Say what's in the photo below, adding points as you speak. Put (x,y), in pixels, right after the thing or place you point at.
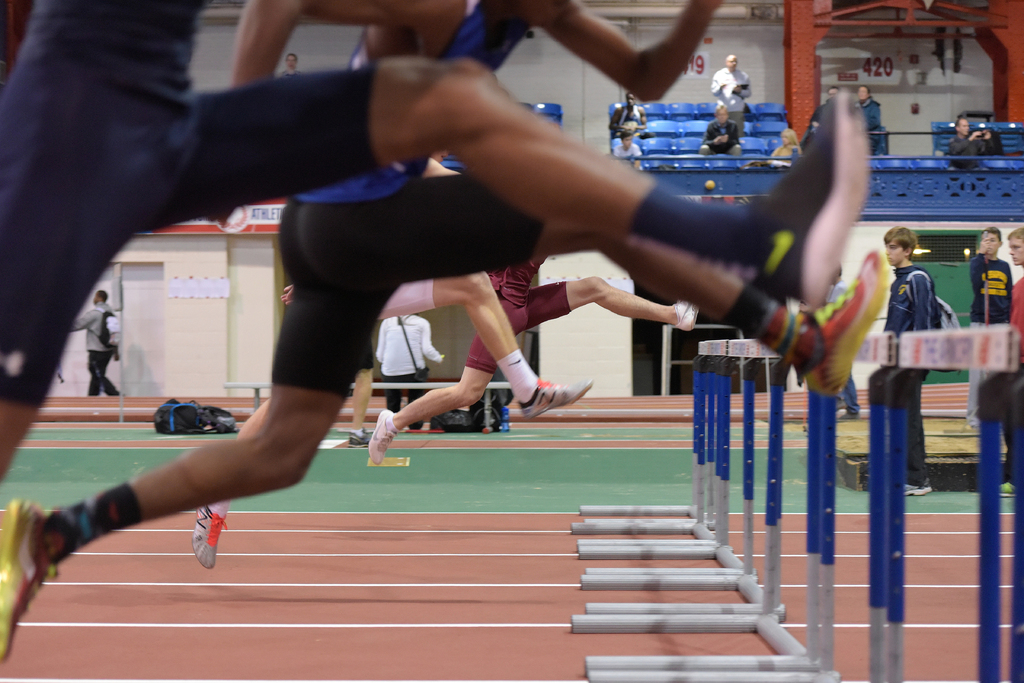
In this picture I can observe some people (191,93) jumping. On the right side (919,454) there are some people (929,327) standing on the floor (942,506). In the background (580,342) I can observe a wall (187,314).
